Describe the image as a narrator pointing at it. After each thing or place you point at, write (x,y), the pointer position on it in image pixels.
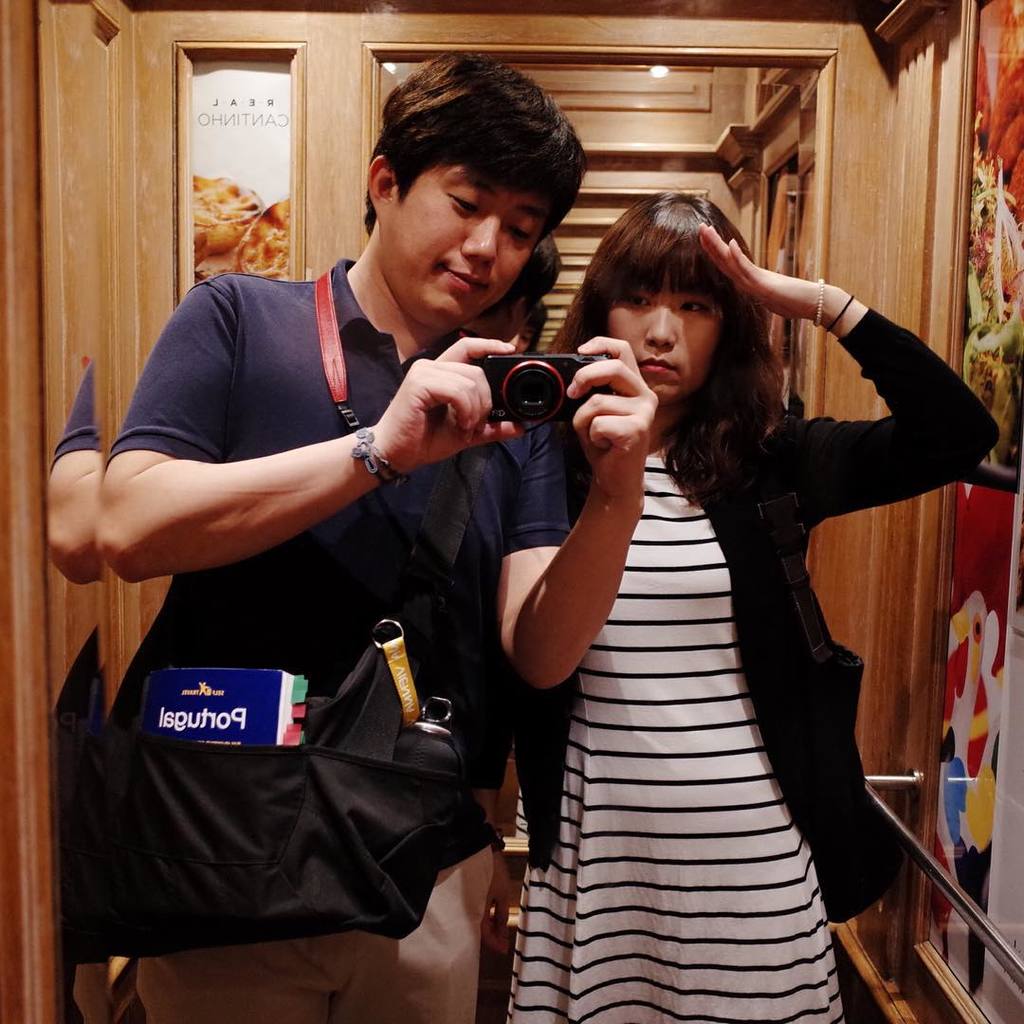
In this image on the right (707,744) there is a woman (713,712) she wear black jacket (754,603) and white dress (689,782), her hair (675,243) is long. On the left (338,459) there is a man (304,593) he wear hand bag (268,764), t shirt (262,385) and trouser (390,962), they both are posing for a photo. In the background (217,118) there is mirror (624,104), poster (244,118).
